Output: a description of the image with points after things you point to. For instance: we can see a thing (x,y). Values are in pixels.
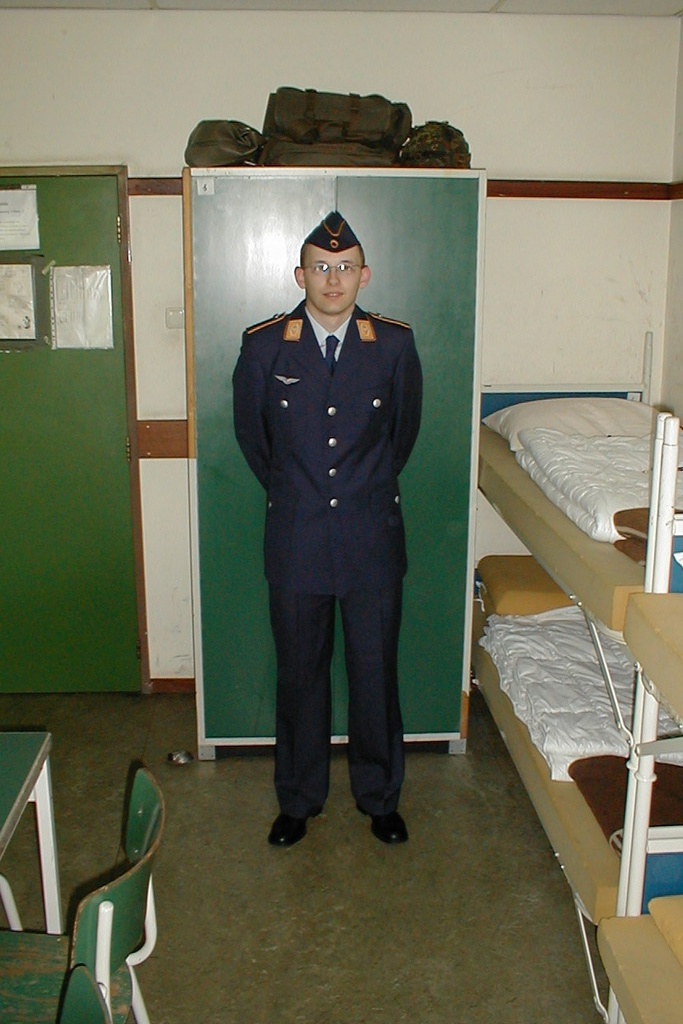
In the center of the image (322,624) there is a person (277,794) standing on the floor (383,873). Behind him there is a wardrobe (247,208). On top of it there are bags (291,100). Beside the wardrobe (224,180) there are posters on the door (86,550). On the right side of the image (539,428) there are beds (531,745). On top of it there are blankets (634,551) and a pillow (635,432). On the left side of the image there are chairs (9,1002). There is a table (48,778). In the background of the image (151,239) there is a wall (141,233).
